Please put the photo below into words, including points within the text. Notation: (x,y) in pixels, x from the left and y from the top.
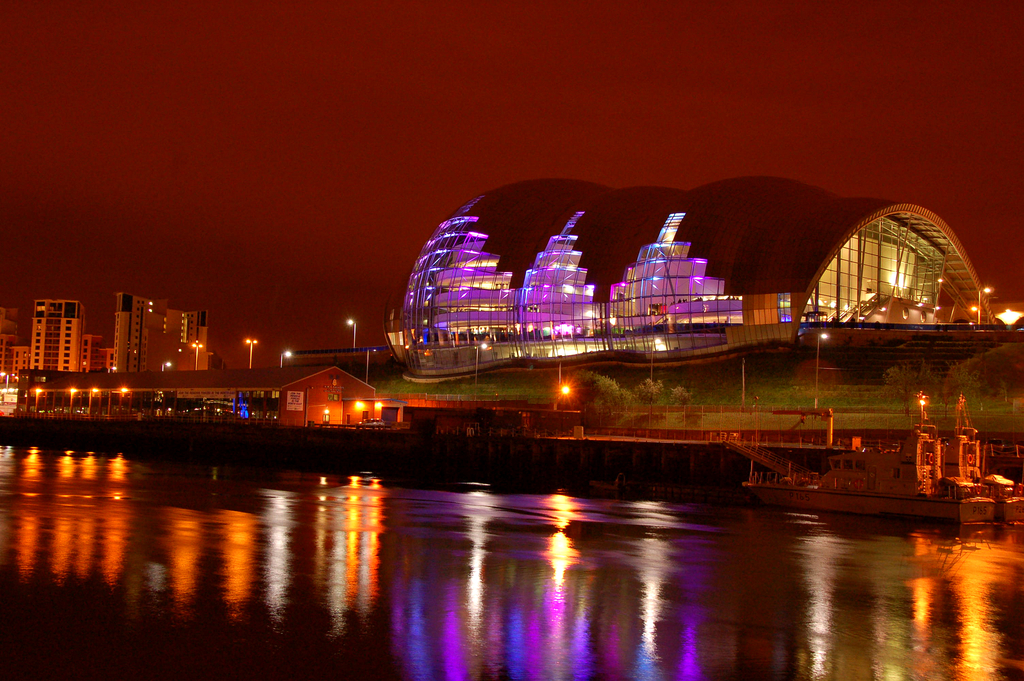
In this image there are buildings (129,412) and lights (821,301). There is a stadium (827,318). At the bottom (630,556) there is water (642,558) and we can see boats (823,509) on the water (618,533). We can see poles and there are trees (647,382). In the background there is sky (348,131).
